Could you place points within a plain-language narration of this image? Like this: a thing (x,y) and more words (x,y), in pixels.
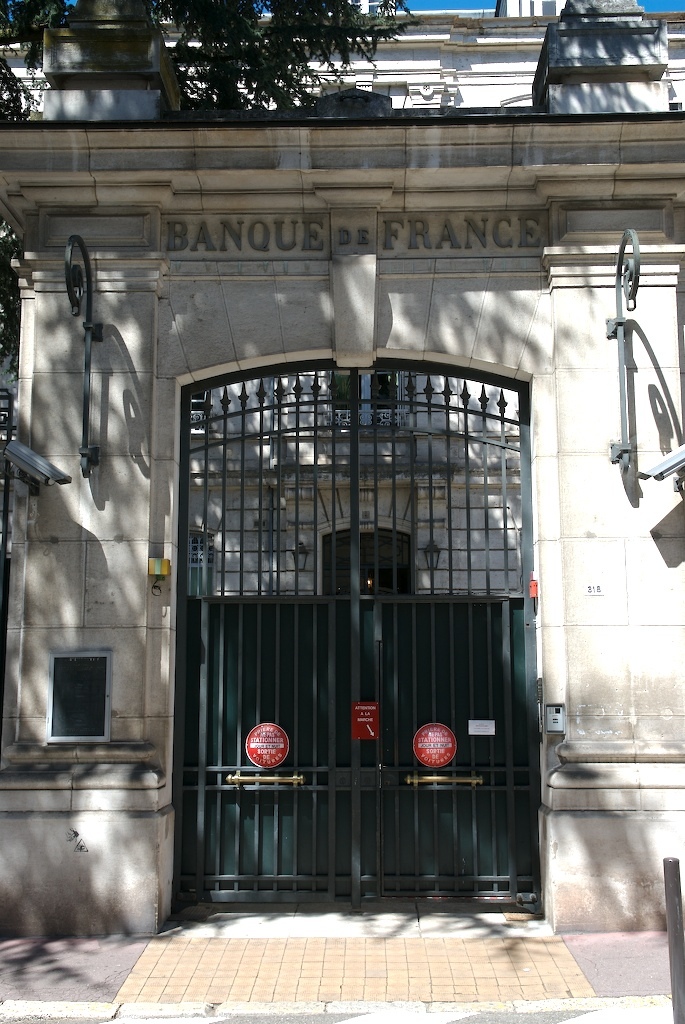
In this image we can see a building (434,322) with a metal gate (349,762) and some text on a wall (281,294). On the top of the image (356,1) we can see a tree (54,4) and the sky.
